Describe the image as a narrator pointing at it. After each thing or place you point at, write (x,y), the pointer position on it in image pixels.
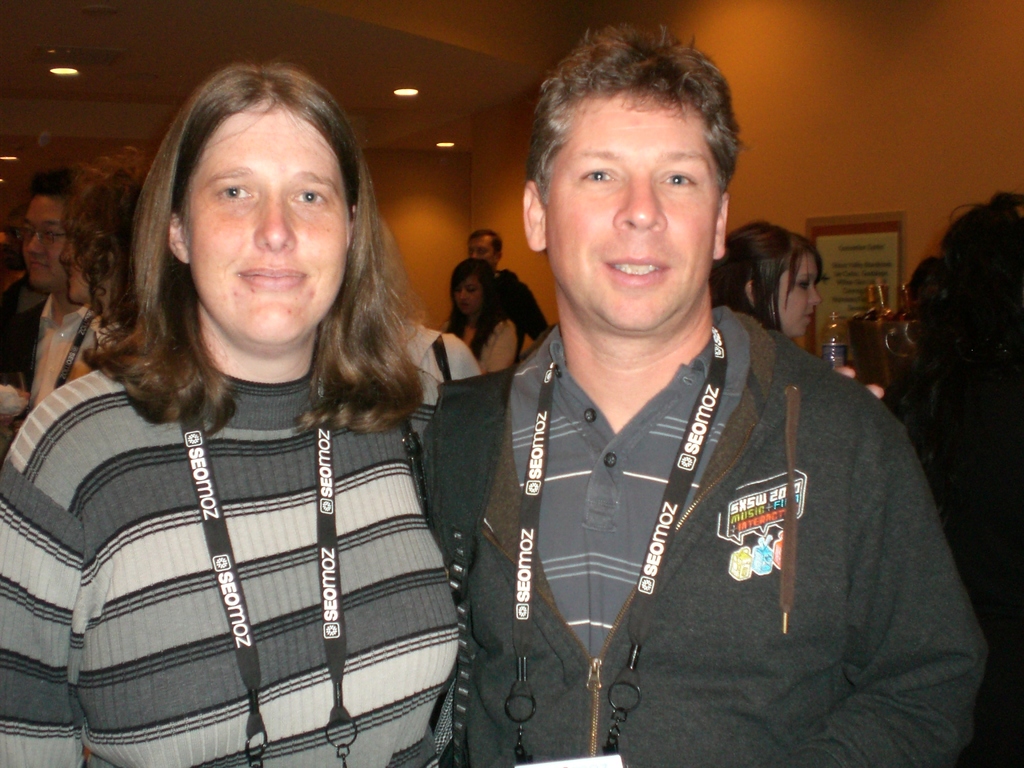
In the middle of the image (417,405) we can see a man (601,398) and a woman (338,496). In the background (169,99) we can see people (935,373), wall (963,110), ceiling (45,164), lights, board (832,270), bottle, and other objects (906,362).
